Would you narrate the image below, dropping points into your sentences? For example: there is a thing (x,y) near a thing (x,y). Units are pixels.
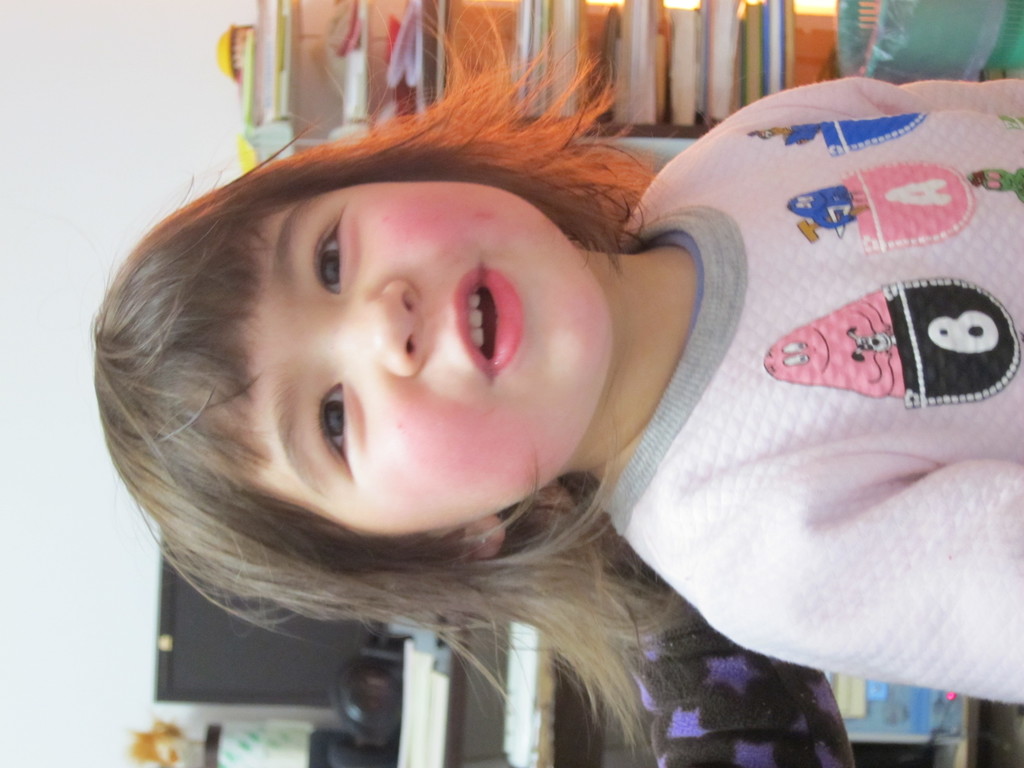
In the foreground (419,229) I can see a girl (660,443). In the background (392,738) I can see books (378,60) in a shelf (369,82), system (246,697) on the table (446,698), wall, flower vase (257,728) and some objects (531,725). This image is taken may be in a room (492,719).
